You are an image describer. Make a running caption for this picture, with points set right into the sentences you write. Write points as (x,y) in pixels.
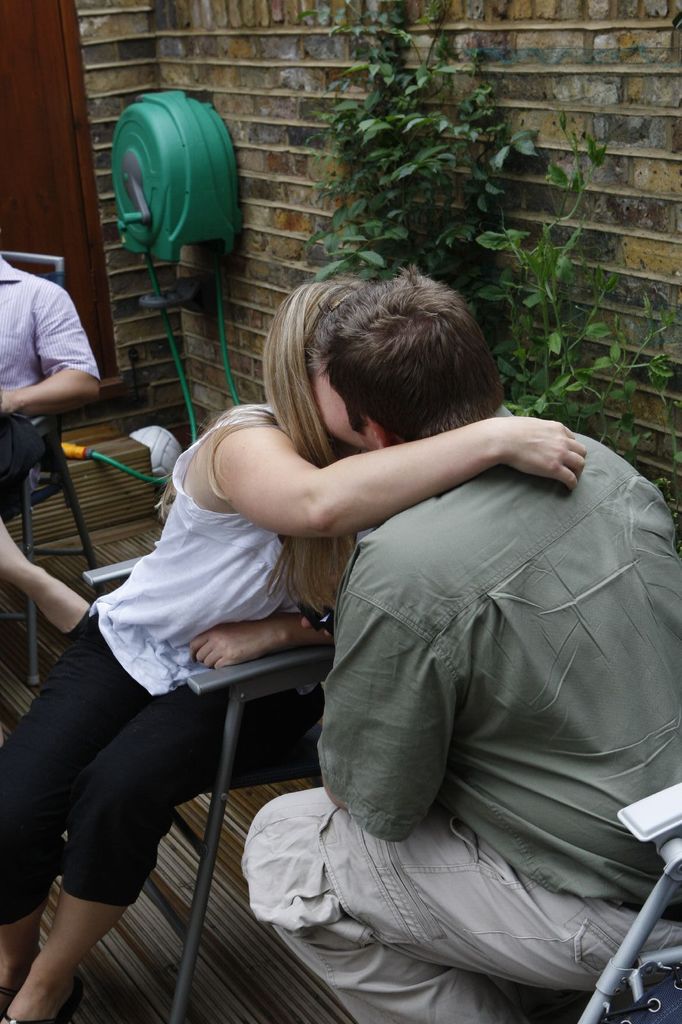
Here is the man (354,553) and woman (250,704) sitting on the chairs (286,659). I can see a green color object (206,149) attached to the wall (292,77). This is a plant (453,152). I think this is a wooden door (44,131). At the left corner of the image (74,344) I can see a person (51,329) sitting on the chair (44,257).
